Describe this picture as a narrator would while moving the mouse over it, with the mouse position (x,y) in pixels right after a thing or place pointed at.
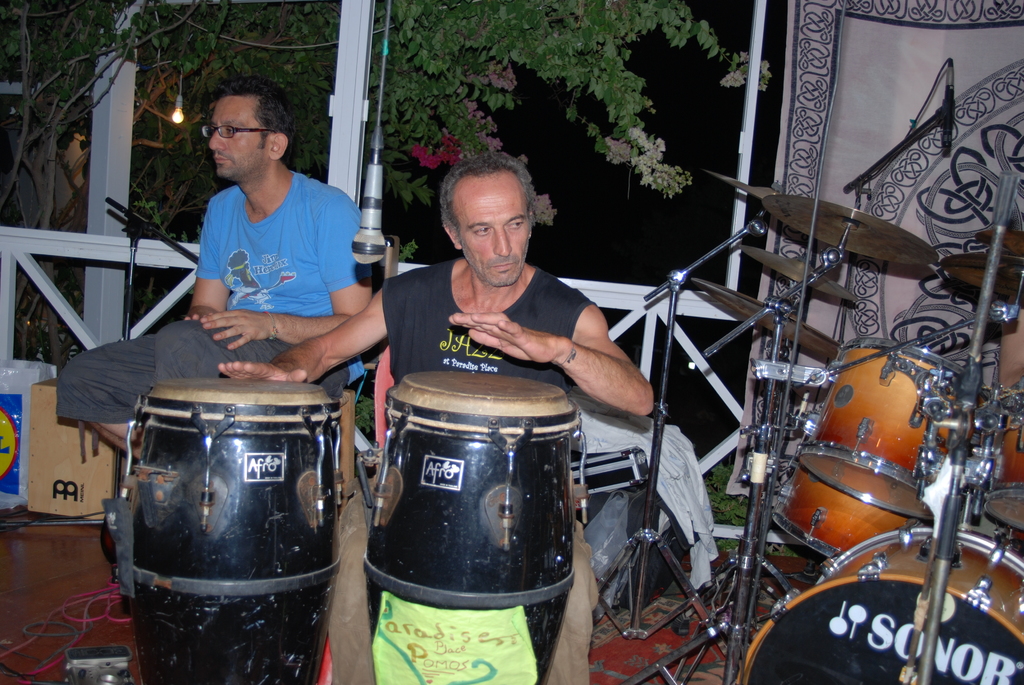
In this image there is a man (422,344) playing the drums (438,443), Beside him there is another man (242,251). At the top (374,191) there is a mic (368,215) which is hanged. On the right side (876,442) there are drums (883,398), musical plates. On the left side (45,405) there are boxes (50,477) on the floor (30,556). In the background (261,70) there is a tree (329,38) to which there is a light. On the right side (867,88) there is a curtain (867,101).
